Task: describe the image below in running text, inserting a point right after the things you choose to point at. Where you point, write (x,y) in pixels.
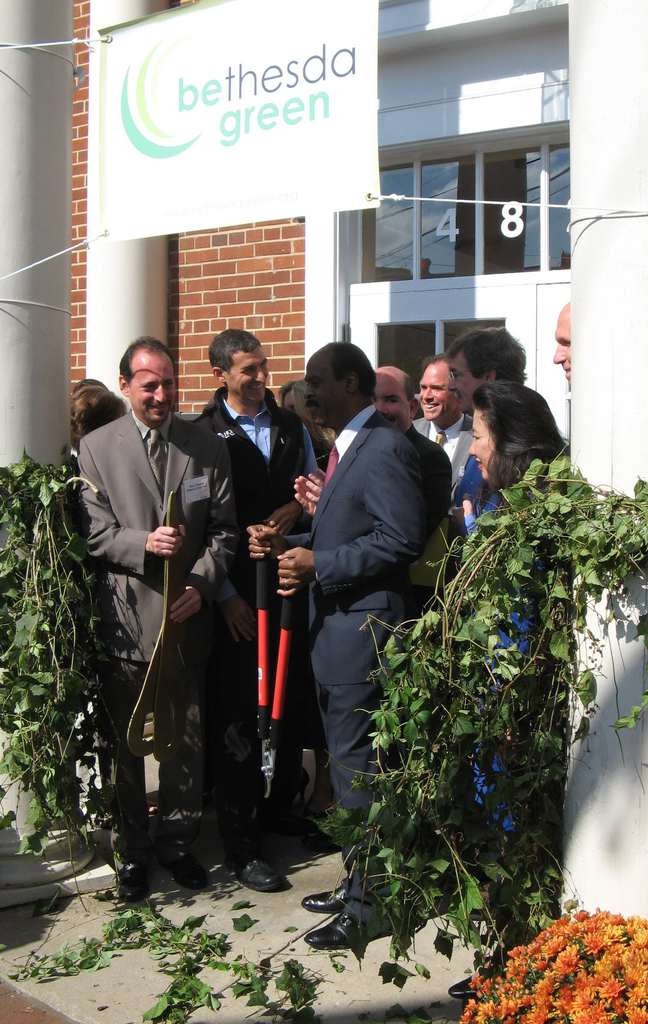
In this image there are group of people (347,485) who are standing on the floor (253,891). There are two persons (222,510) in the middle (346,545) who are holding the cutters (281,631). In the background (281,318) there is a building (352,289). At the top (203,156) there is a banner (196,132) which is tied to the two pillars (602,172). There are plants (91,620) on either side of the pillars (617,158).
